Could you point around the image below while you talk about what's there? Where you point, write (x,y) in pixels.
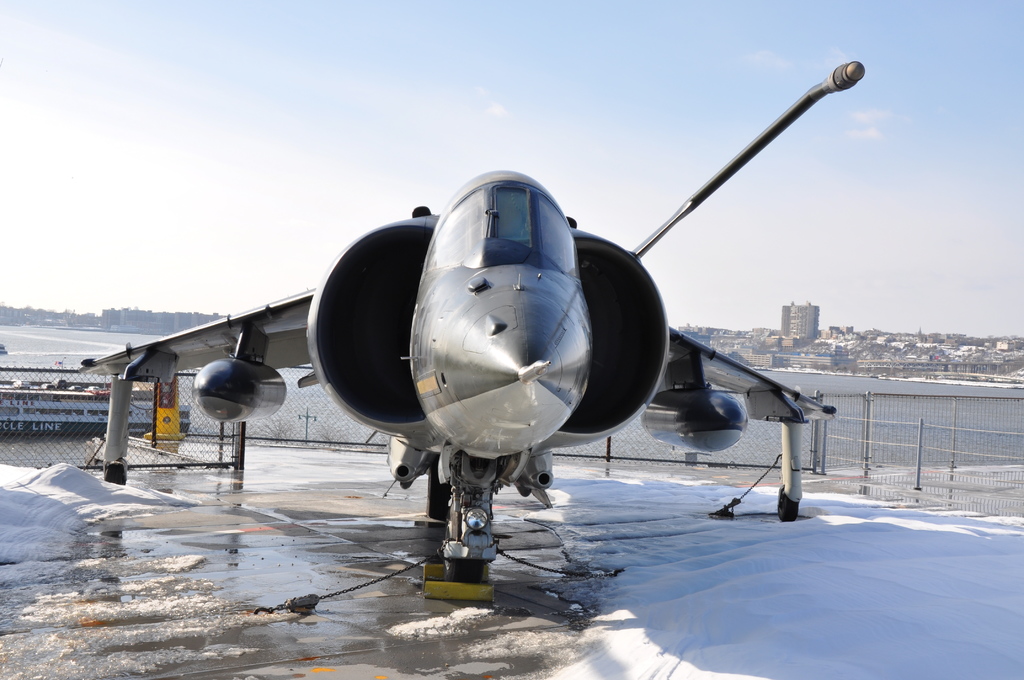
In this image I can see aeroplane (501,360) which is in black and grey color. I can see a snow (819,499), fencing (902,419), water (839,386) and buildings (699,331). The sky (607,113) is in blue and white color.
